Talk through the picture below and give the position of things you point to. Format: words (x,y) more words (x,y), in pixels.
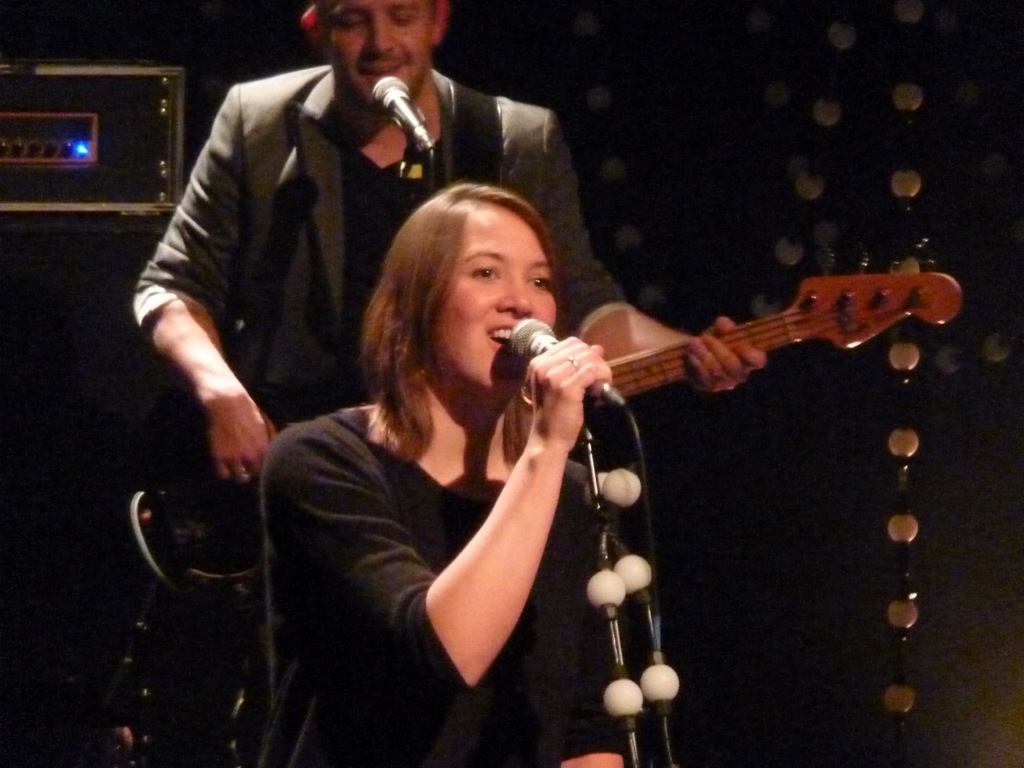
in the picture we can see a woman (513,480) singing a song in microphone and we can also see a man (412,60) standing behind the woman (508,533) and singing a song in a micro phone (409,110) and holding a guitar (236,578).
